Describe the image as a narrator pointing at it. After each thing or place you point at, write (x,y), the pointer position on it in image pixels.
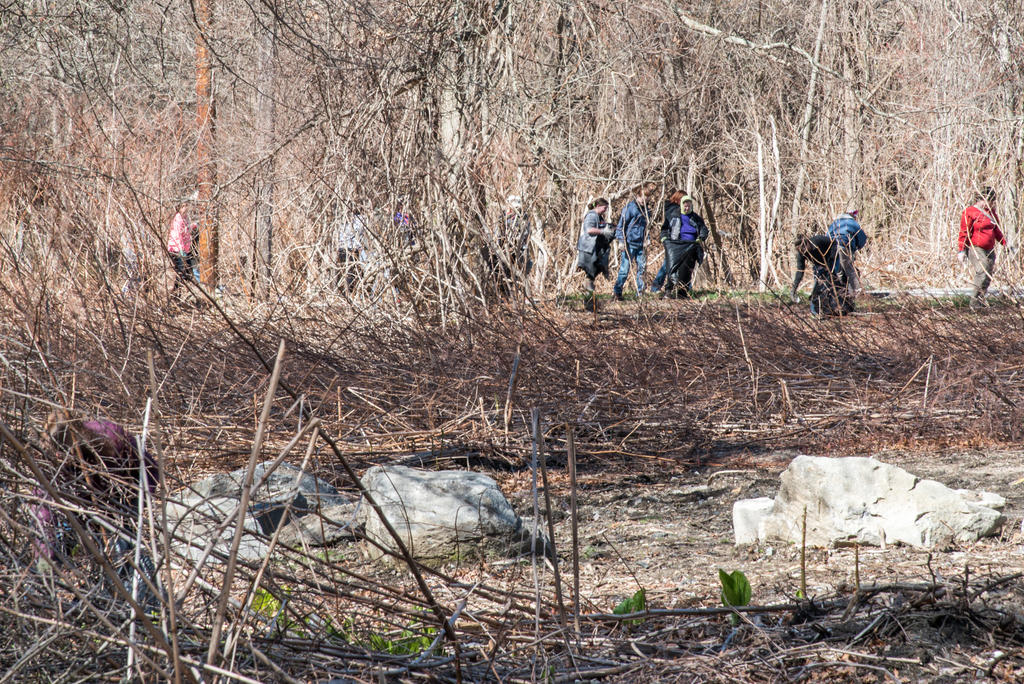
In this picture I can see rocks (871,530), there are group of people (962,242), and there are branches (937,212).
